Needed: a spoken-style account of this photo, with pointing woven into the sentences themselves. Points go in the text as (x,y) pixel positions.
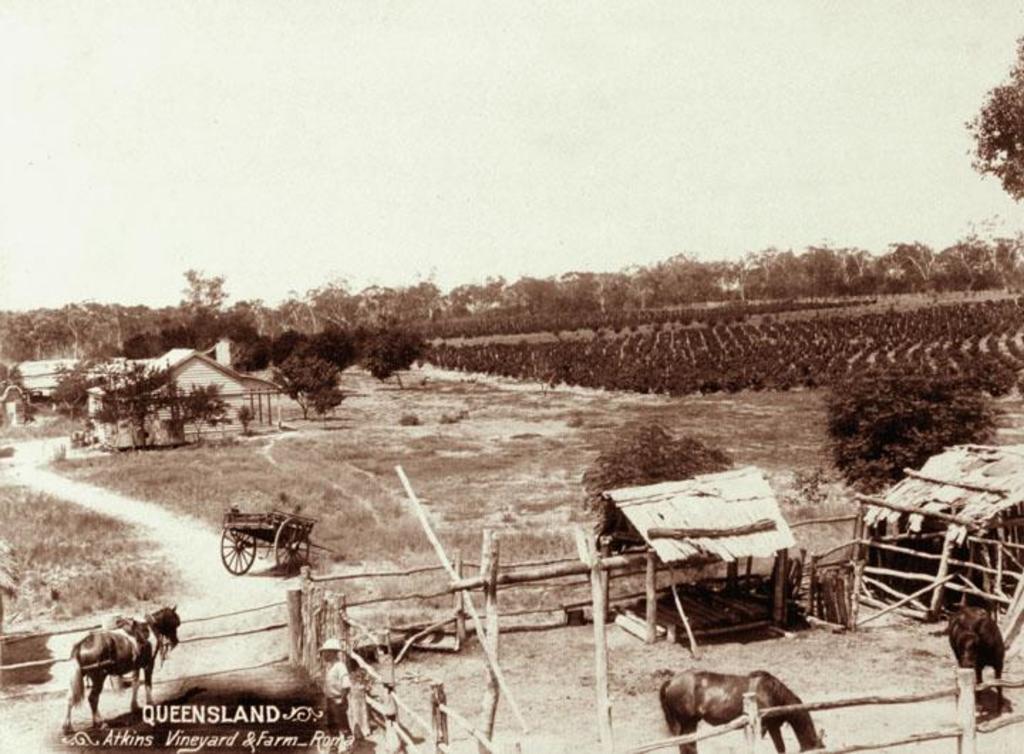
In this image there is an old photograph (236,253), in the photograph (437,260) there are horses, bullock carts (249,545), wooden fence (490,605), grass huts (666,554), trees (348,354) and crops (644,375).
